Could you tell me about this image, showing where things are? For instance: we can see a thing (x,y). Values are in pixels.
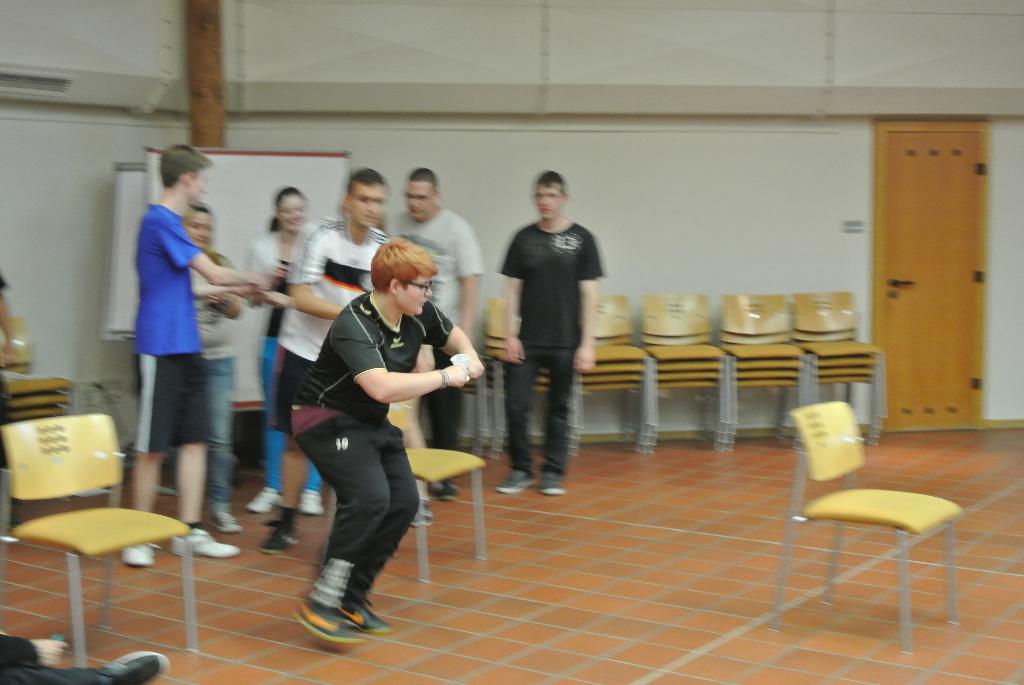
In this image I can see the wall (664,189), in front of the wall (664,189) I can see white color board (227,191), persons (182,217), chairs (748,338), beam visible and i can see a person (304,409) standing in the middle (354,329) and back side of him I can see three chairs (421,534) visible on the floor (234,628). And on the right side (919,197) I can see a door (925,152), in the bottom left (35,643) I can see a person hand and leg (25,670).
